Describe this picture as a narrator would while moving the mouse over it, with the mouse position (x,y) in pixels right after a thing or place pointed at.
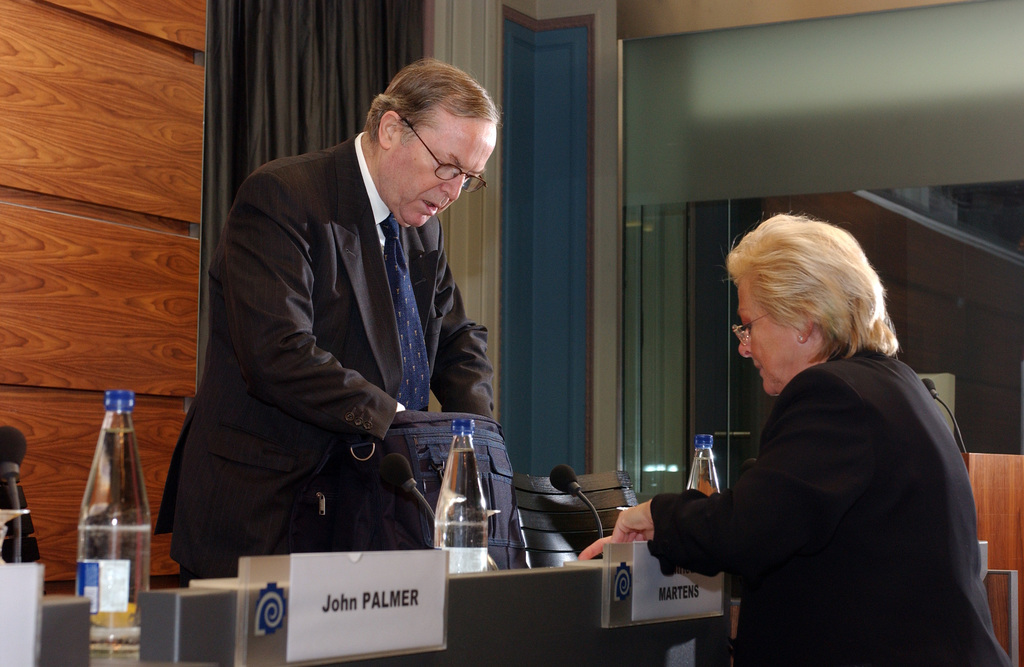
In this picture I can see a man (473,396) and a woman (777,450) in the middle (351,364), they are wearing the coats (687,522), I can see the water bottles (461,531) and microphones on the table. On the right side (858,160) there is the glass wall (937,253).
